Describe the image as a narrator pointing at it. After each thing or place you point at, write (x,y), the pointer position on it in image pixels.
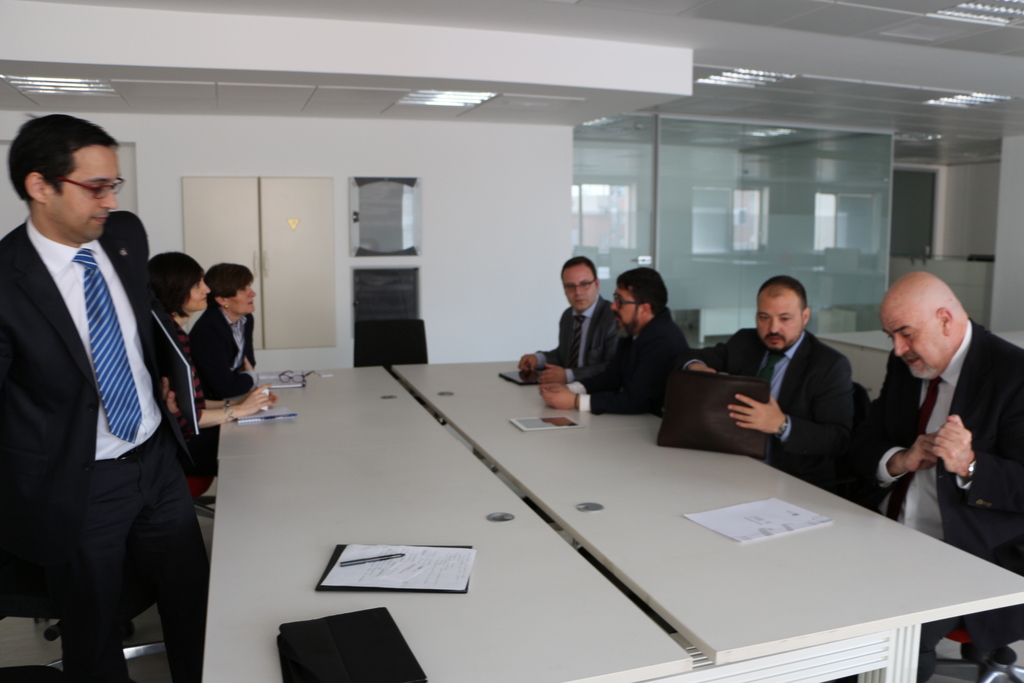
On the right (900,457) there are four persons (664,356) who are wearing the suit (811,375) and they are sitting on the chair (858,392), beside them there is a table (643,463). On the table (604,443) we can see papers (769,523), pens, files (368,590) and spectacle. On the left (62,197) there is a man (78,262) who is wearing spectacle (99,185), suit (45,369) and trouser (174,533). He is holding a file (167,354). In the background (454,355) we can see the door (232,220), wall (541,346) and glasses (843,207). At the top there is a tube lights (714,80).
